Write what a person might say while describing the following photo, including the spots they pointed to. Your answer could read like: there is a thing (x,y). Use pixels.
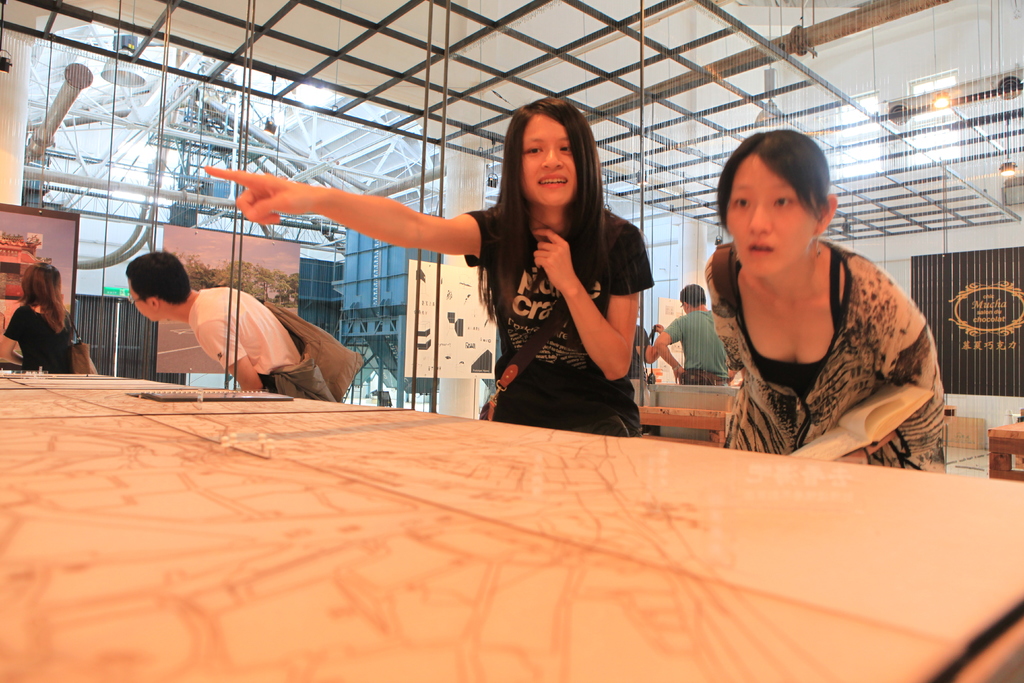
This picture was taken in a building (872,246). There were two women (902,441) standing in front of a table (476,577). A woman (588,430) in black dress (498,398) pointing her finger (267,215) another person (779,212) is staring. There were another two persons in the left side (330,387) and staring at a frame (47,238). In the right side (917,301) there is a board (965,314) and some text (980,320) written on it. In the top right (934,103) there were two bulbs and top of the picture (681,57) there were too many rods (648,100) attached to the building (676,20).
